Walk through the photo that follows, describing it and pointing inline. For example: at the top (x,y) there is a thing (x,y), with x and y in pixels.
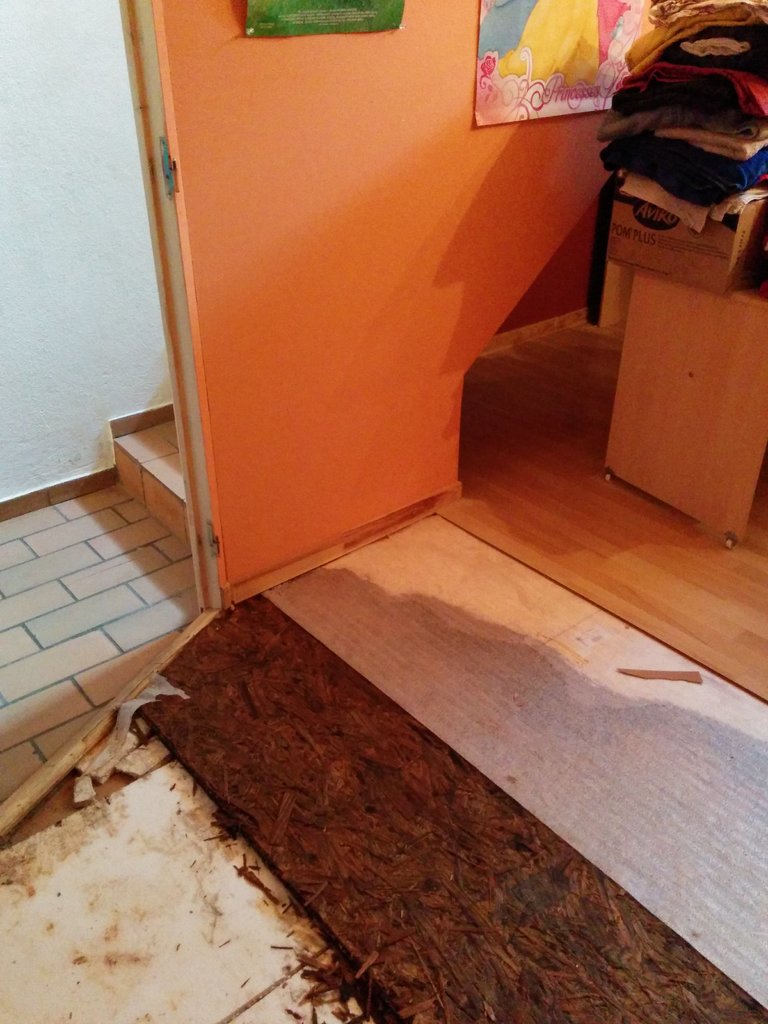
In this image posters (504,62) are attached to the wall (421,225). Right side (751,387) there is a table (751,302) having a box (738,235). On the box (677,270) there are clothes (700,145) which are kept one upon the other. Bottom of the image (212,905) there is some trash (144,694) on the floor (75,603).
